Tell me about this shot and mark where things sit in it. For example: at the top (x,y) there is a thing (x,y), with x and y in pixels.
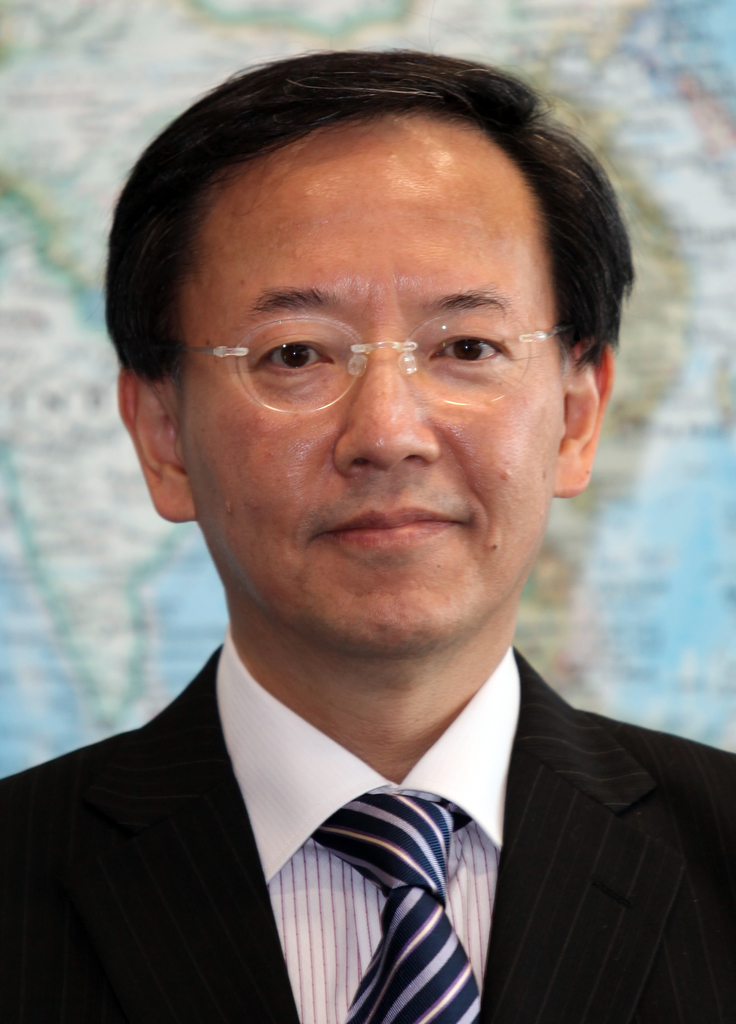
This image consists of a man (450,873) wearing a black suit (719,886) along with a tie (382,839). In the background (54,317), we can see a map (50,31). He is wearing a spectacle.
